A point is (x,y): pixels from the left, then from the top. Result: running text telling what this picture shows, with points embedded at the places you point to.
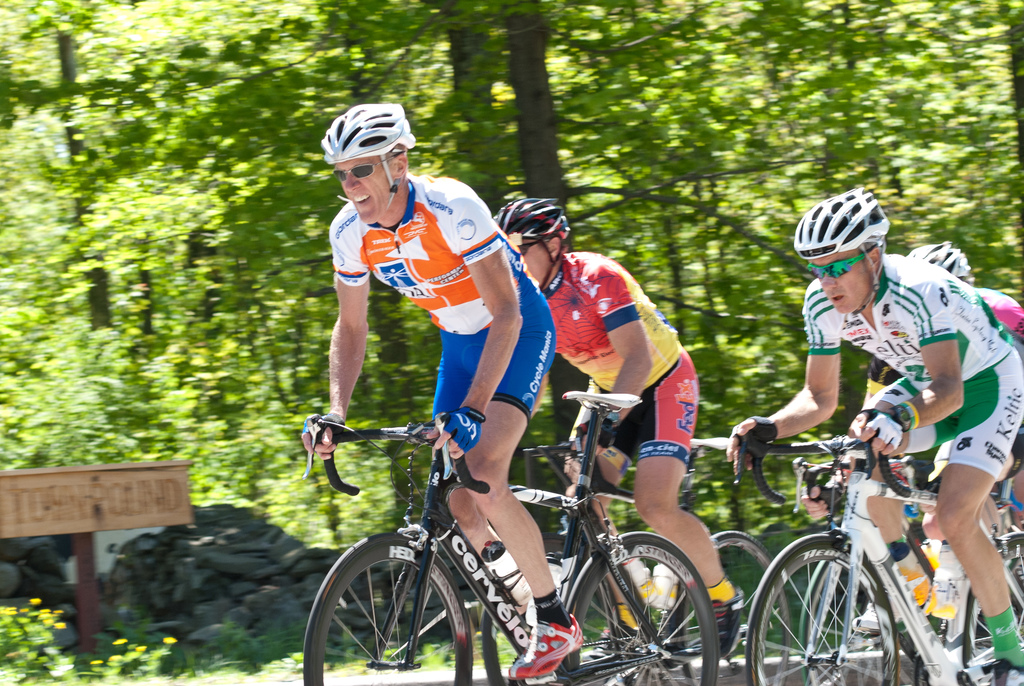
In this image, we can see people (661,346) wearing helmets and riding bicycles (578,527). In the background (133,470), there is a board (131,467) and we can see trees (391,96).
